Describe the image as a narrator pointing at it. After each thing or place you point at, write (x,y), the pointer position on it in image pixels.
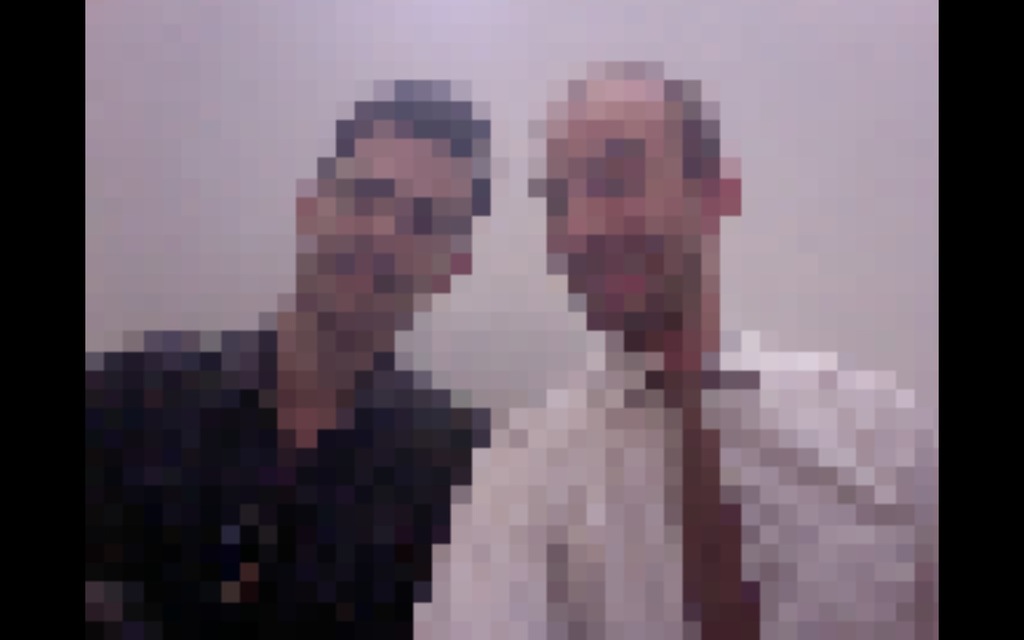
This is an edited image. I can see the blurred photos (400,507) of two persons (363,289) and there is a white background (373,51).
